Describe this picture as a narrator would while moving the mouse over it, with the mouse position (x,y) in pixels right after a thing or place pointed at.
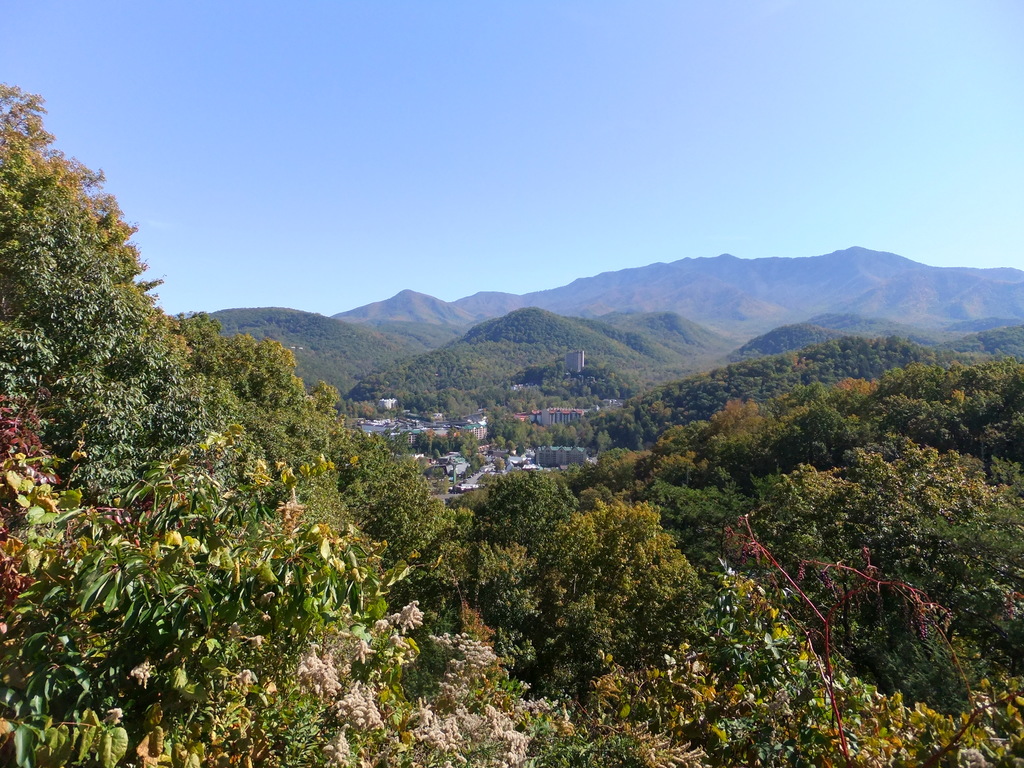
In this image there is the sky (604,115) towards the top of the image (535,72), there are mountains (608,311), there are buildings (406,430), there are trees (670,502) towards the bottom of the image (589,641), there are trees (931,468) towards the right of the image (958,469), there are trees (39,451) towards the left of the image (108,422).
